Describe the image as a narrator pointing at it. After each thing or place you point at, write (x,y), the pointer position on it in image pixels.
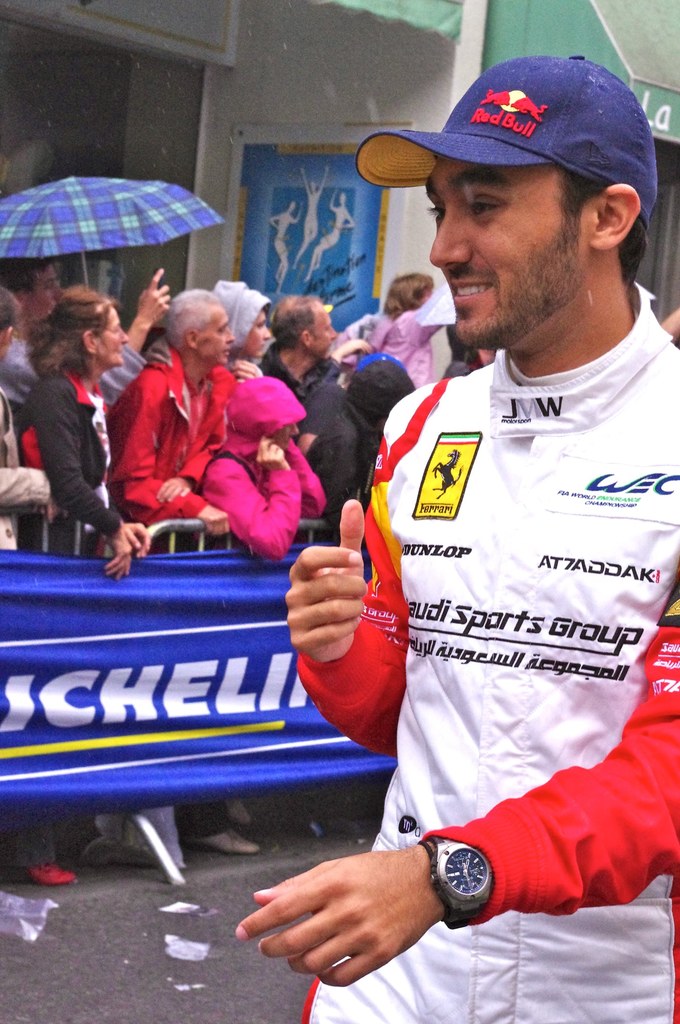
This picture is clicked outside. In the right corner (526,390) we can see a man (420,603) wearing a white color dress (546,519) and seems to be walking. In the background (254,535) we can see the group of people (254,363), text (136,699) on the banner (127,634) and we can see an umbrella (118,180) and the pictures (315,216) of persons (314,206) on the poster (256,158) and we can see some other items (618,48).
